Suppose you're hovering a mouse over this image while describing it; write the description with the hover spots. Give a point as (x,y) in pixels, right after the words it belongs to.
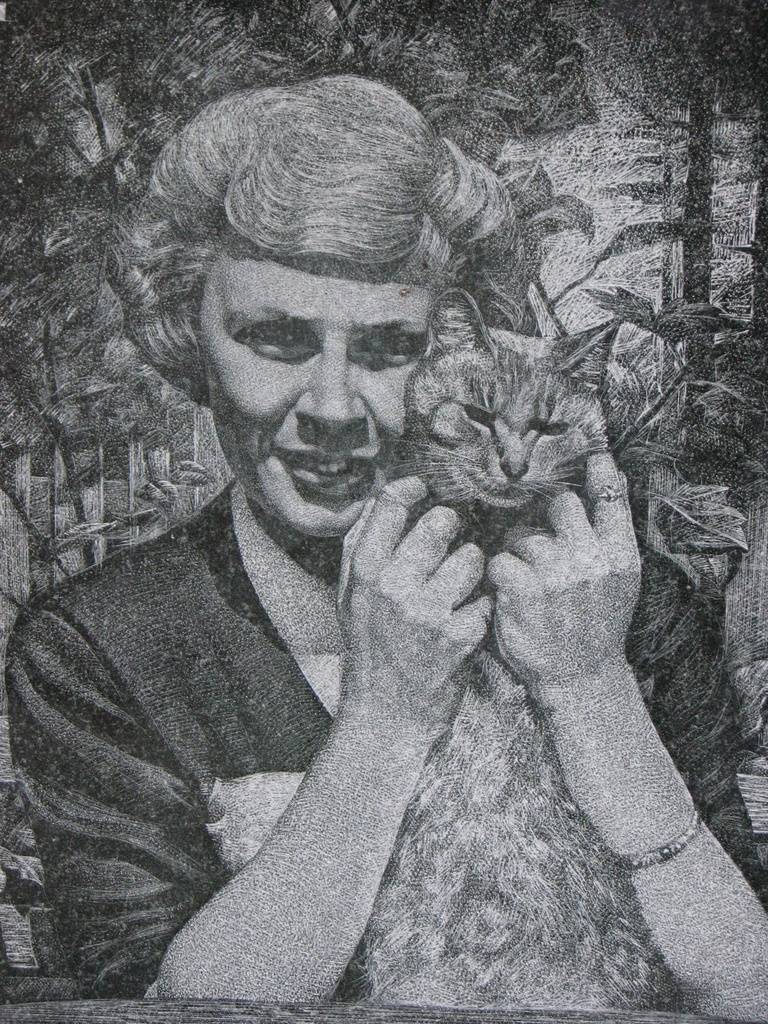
In this image there is a black and white art in which there is a woman (263,674) who is holding the cat (516,780).
